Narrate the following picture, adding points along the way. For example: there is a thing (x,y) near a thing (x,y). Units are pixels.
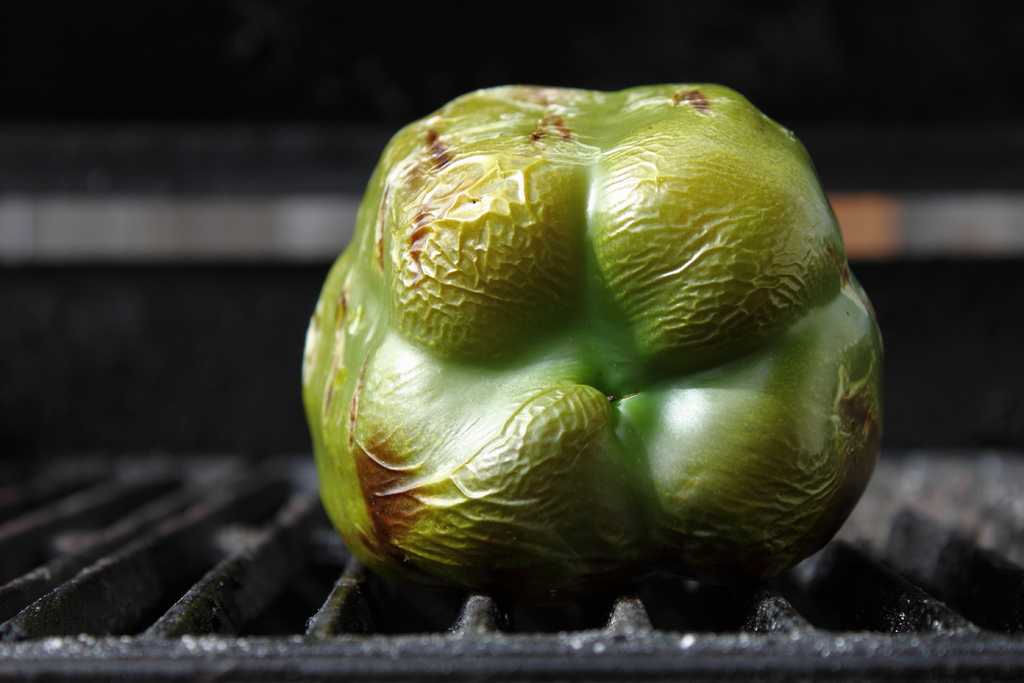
In this picture we can see a capsicum (547,345) on a grille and in the background (254,341) we can see it is dark.
